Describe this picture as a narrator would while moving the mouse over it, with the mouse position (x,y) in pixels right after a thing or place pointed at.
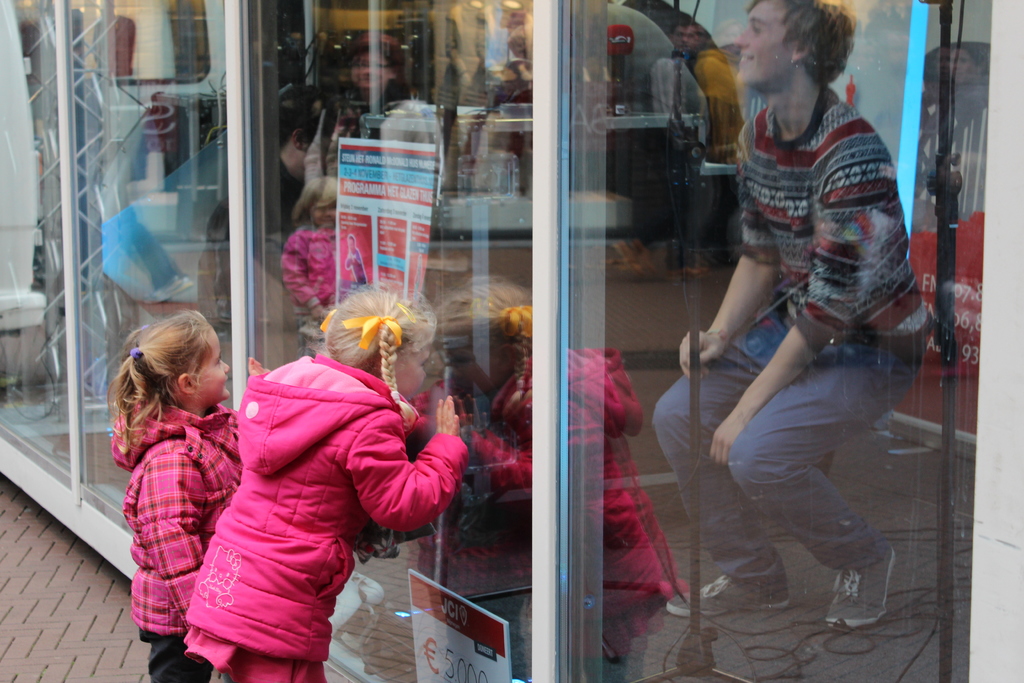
This image consists of three persons (273,457). On the left (284,519), we can see two girls (250,532) wearing pink jackets (138,576). At the bottom (43,648), there is a road (81,636). On the right (748,377), it looks like a shop (628,175) in which there is a man (879,304) sitting. And there are many things (90,224) inside the shop (553,348).
